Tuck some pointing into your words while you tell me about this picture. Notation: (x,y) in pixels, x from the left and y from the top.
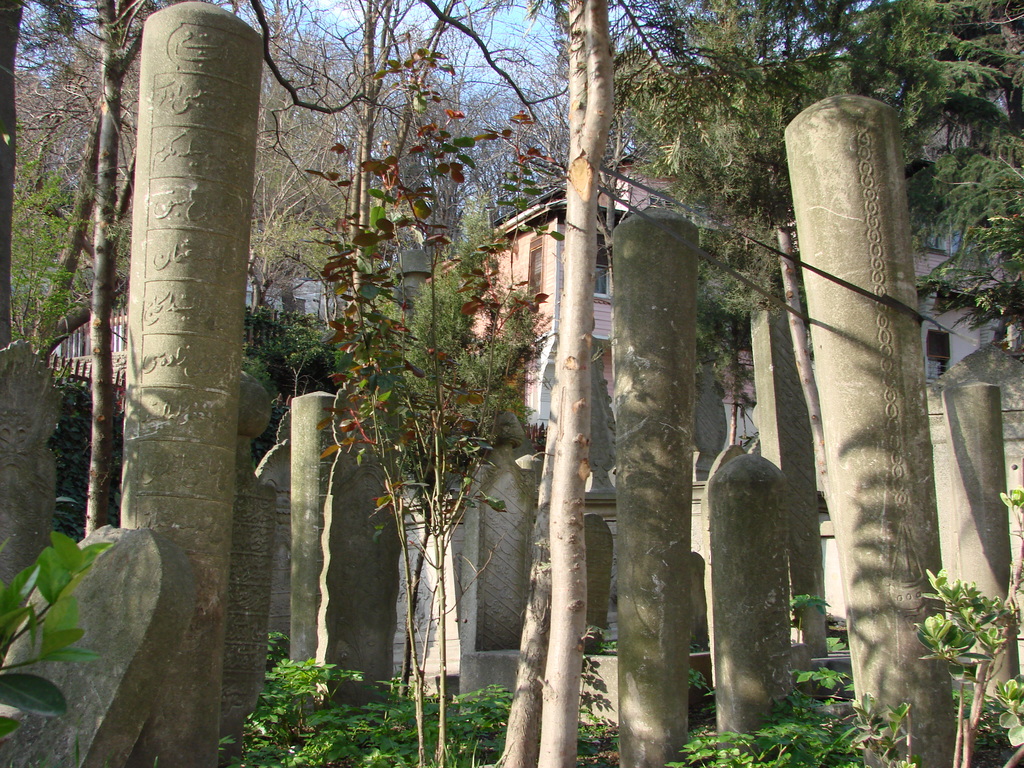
In this picture we can see trees (423,125), poles (154,489), building (933,321), some objects (756,366) and in the background (324,25) we can see the sky (324,25).
